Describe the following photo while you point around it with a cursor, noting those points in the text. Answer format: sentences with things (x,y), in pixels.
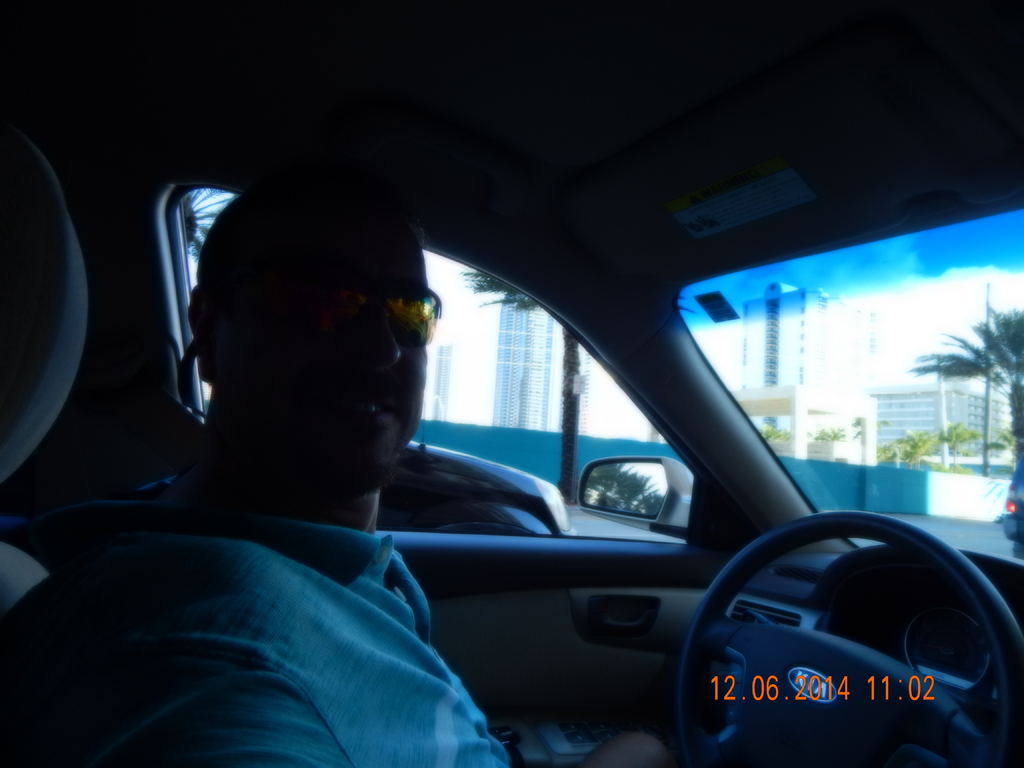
In the image there is a man (350,593) sat on a car (774,707) and outside the car (1015,184) there are buildings (533,414) on the left side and in the front, it seems to be on road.
